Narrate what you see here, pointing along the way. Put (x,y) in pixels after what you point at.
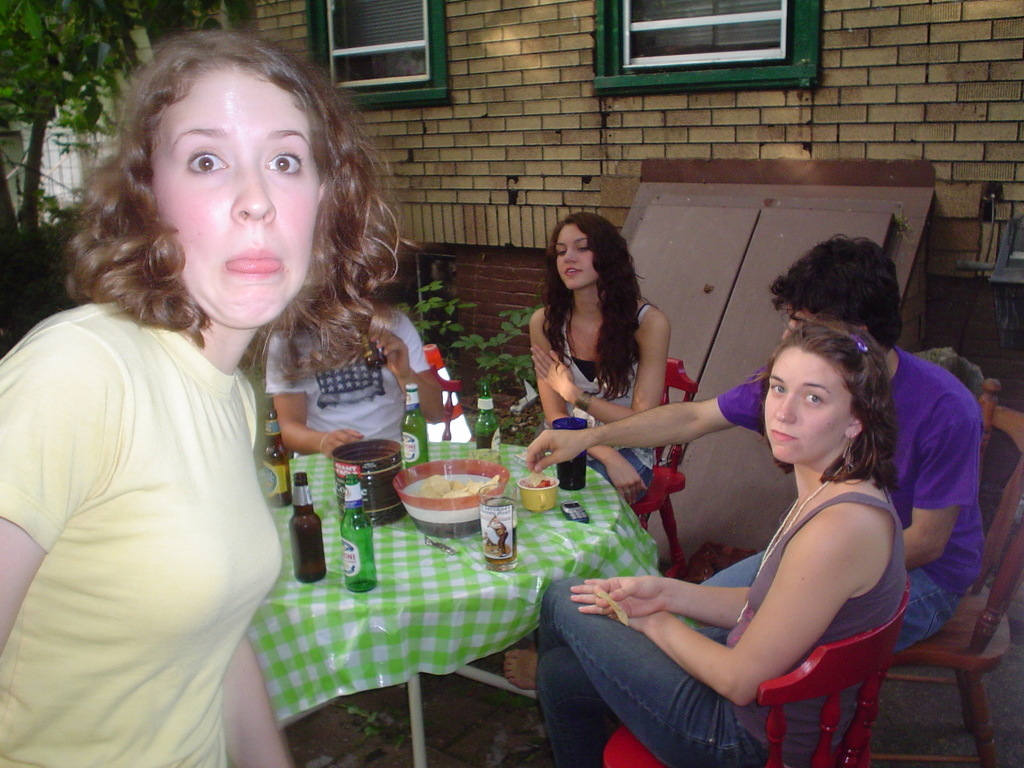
In this picture we can see woman (218,133) standing with some expression and at back (789,552) people (676,417) are sitting on chair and in front of them there is table (292,498) and on table (295,465) we can see bowl (416,509), bottles (300,543), cup (504,499), bucket (370,465) and in background (553,79) we can see house (600,52) with windows (441,72), tree (49,79), some metal (817,217), net (69,184).
